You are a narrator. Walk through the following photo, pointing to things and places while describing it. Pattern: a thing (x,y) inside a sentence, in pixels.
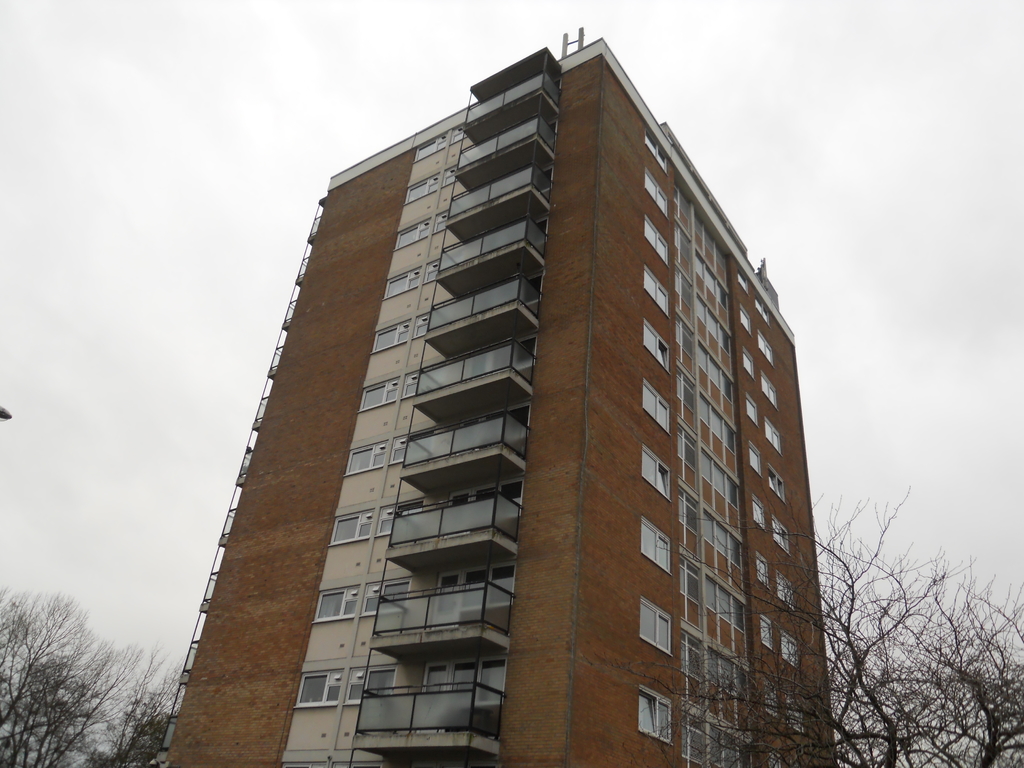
In the center of the image (544,385) there is a building (504,349). At the bottom (50,705) we can see trees (888,670). In the background (893,296) there is sky (396,116).
